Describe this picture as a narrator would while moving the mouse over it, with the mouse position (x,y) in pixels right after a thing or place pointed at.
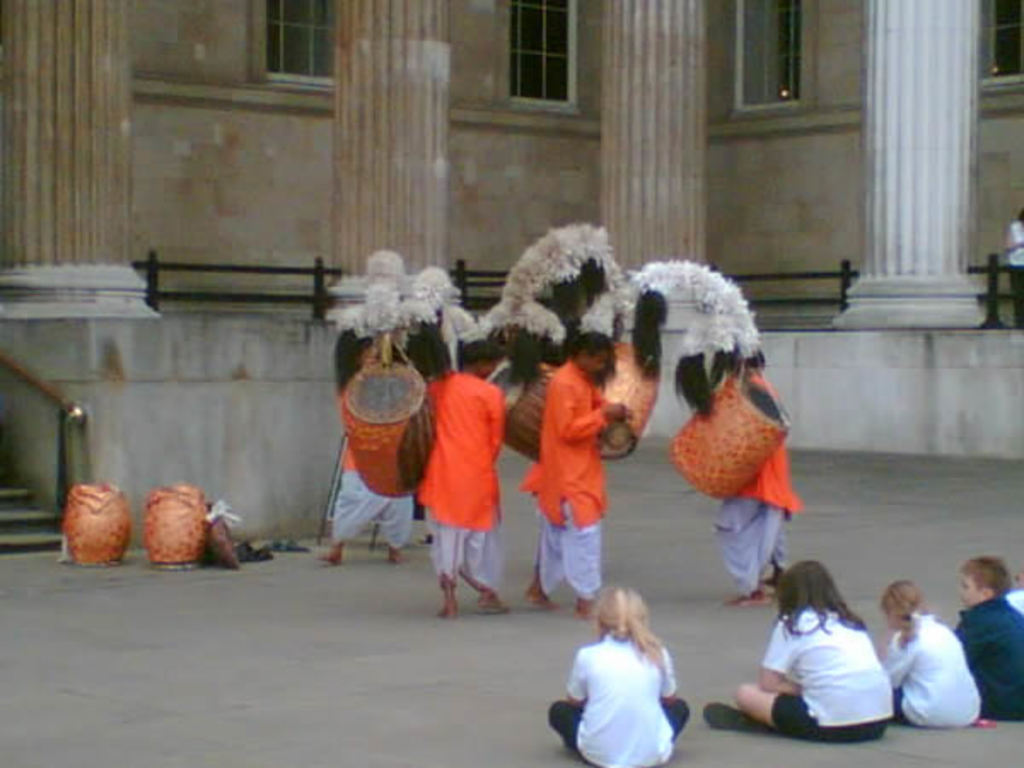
In this image, we can see few people (620,765). Few are standing and sitting on the floor (347,712). Here we can see some musical instruments (417,434). Background (511,190) there is a house (443,83), pillars (111,169), glass windows (749,47), railing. Left side of the image (58,525), we can see stairs (22,513). Right side of the image (1020,274), we can see a person (1019,264) is standing here.
